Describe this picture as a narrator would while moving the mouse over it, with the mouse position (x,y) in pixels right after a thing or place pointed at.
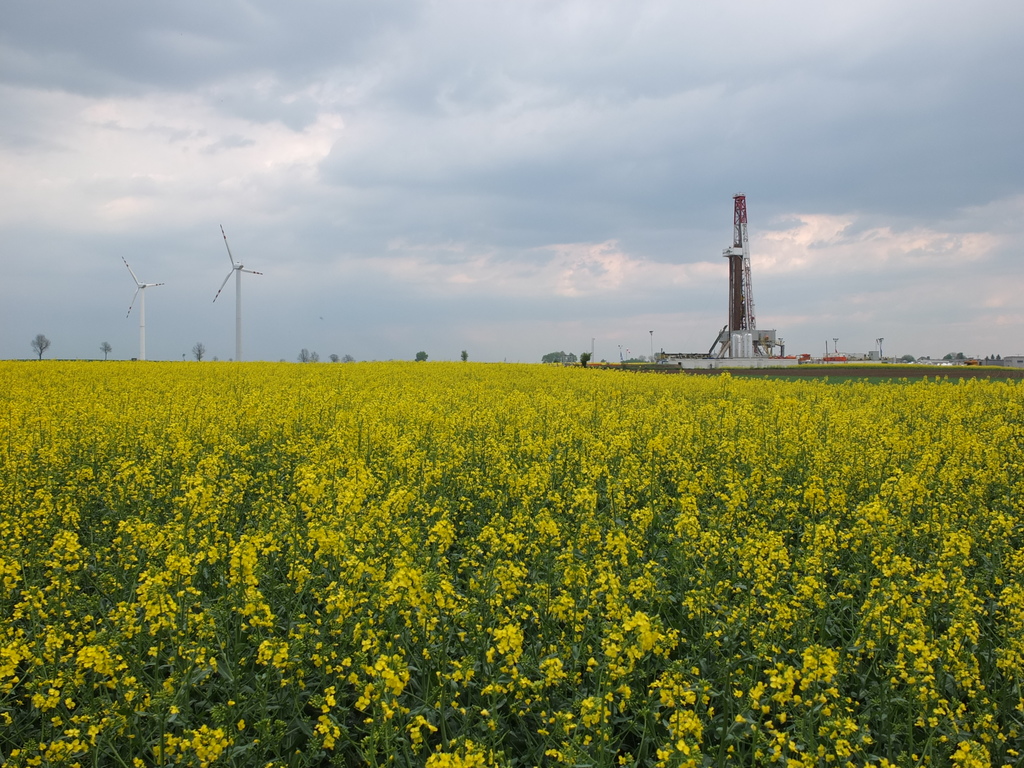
In the picture we can see, full of plants (752,514) with yellow color flowers (941,533) to it and far away from it, we can see a factory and besides, we can see two windmills (142,319) and far away from it we can see some trees (38,344) and in the background (384,254) we can see a sky (384,254) and clouds (571,226).
